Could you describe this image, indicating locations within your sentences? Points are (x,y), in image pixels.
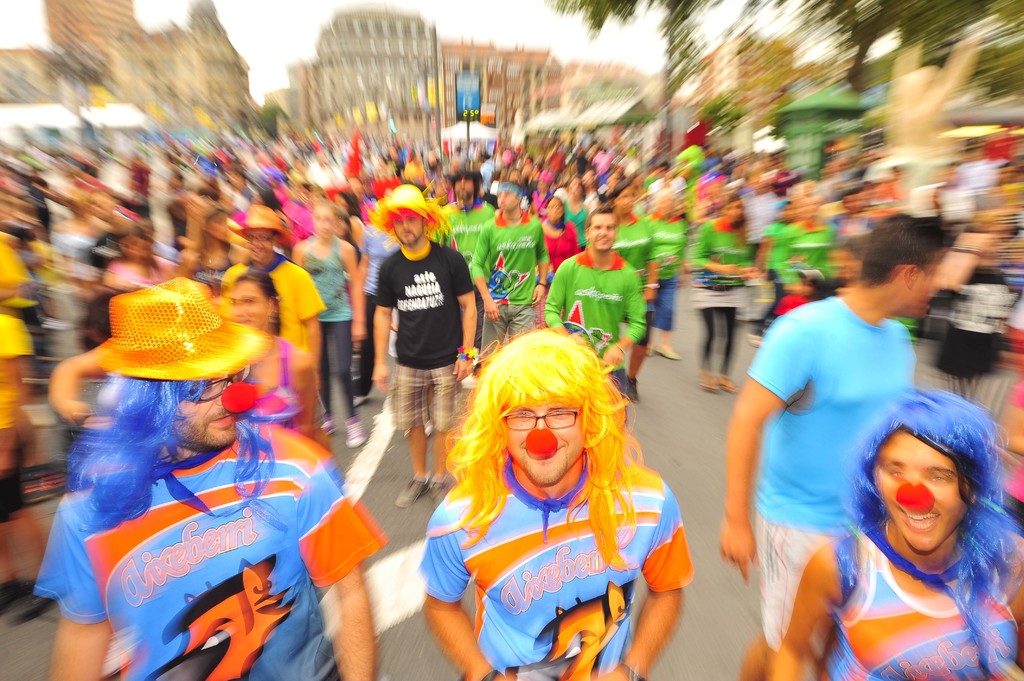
This picture describes about group of people (478,307) and few people (212,359) wore spectacles (229,379), in the background (580,96) we can see few trees (864,39) and buildings (345,59).
